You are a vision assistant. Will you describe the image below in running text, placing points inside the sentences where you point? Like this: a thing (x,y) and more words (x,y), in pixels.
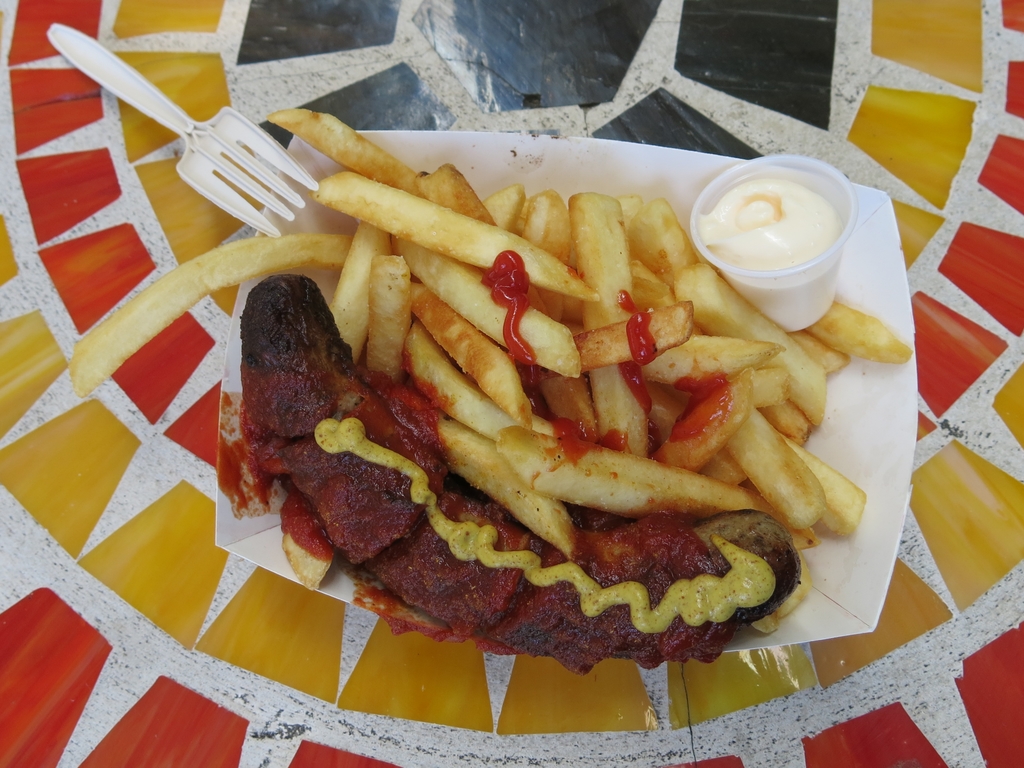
As we can see in the image there is a fork (227,138), glass (814,268), french fries (501,357) and hotdog (418,506).
